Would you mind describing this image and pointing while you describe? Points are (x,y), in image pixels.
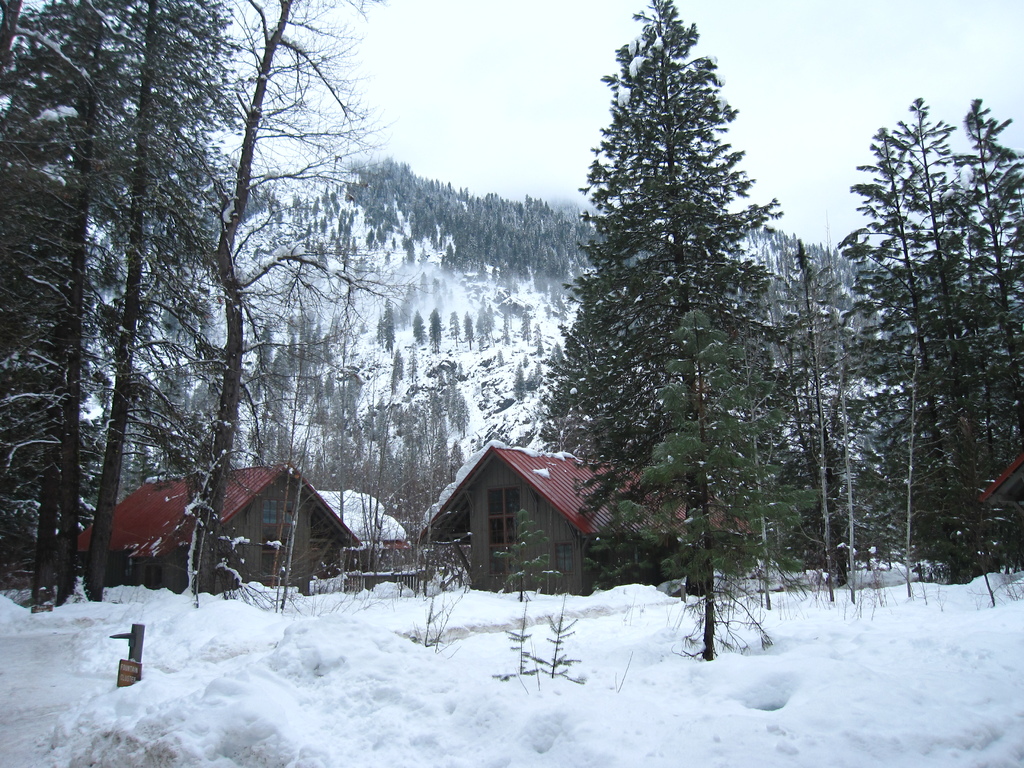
This image consists of snow (399,648), trees (293,347), houses (476,583), plants (608,580), windows (564,549), mountains (451,367) and the sky (547,175). This image is taken may be in the ice mountains (406,380).
